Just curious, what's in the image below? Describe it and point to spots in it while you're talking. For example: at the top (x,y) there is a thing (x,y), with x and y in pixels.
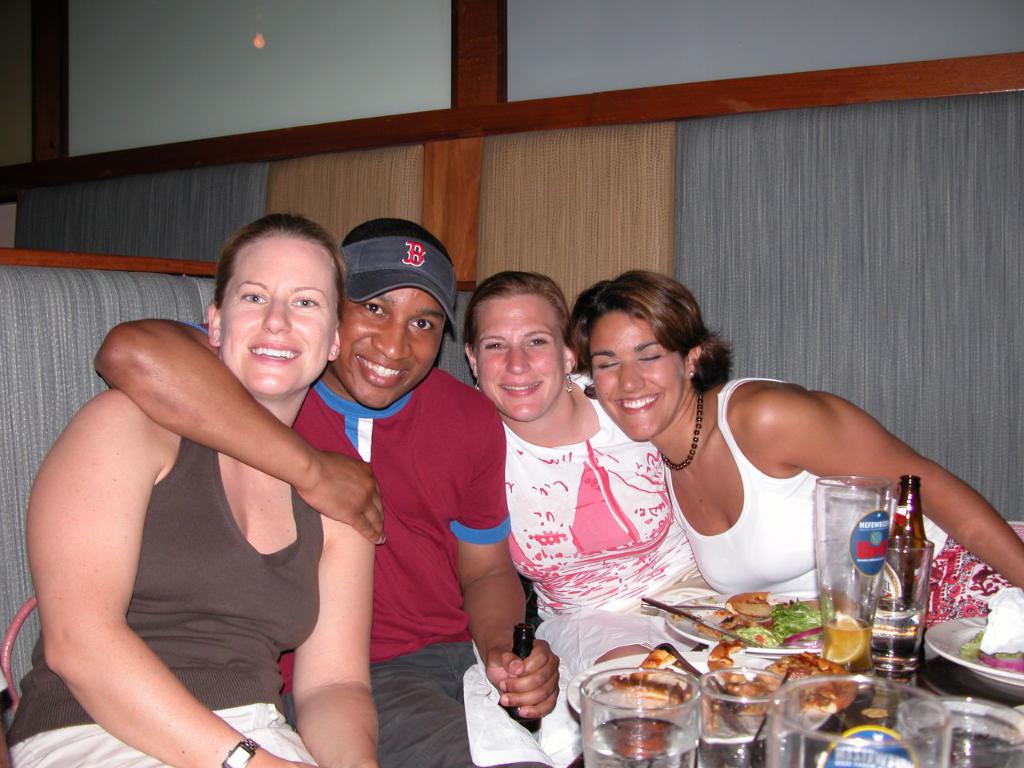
There are four persons (569,410) posing to a camera and they are smiling. Here we can see glasses (874,688), bottles (913,510), plates (975,625), spoons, and food (722,647).
